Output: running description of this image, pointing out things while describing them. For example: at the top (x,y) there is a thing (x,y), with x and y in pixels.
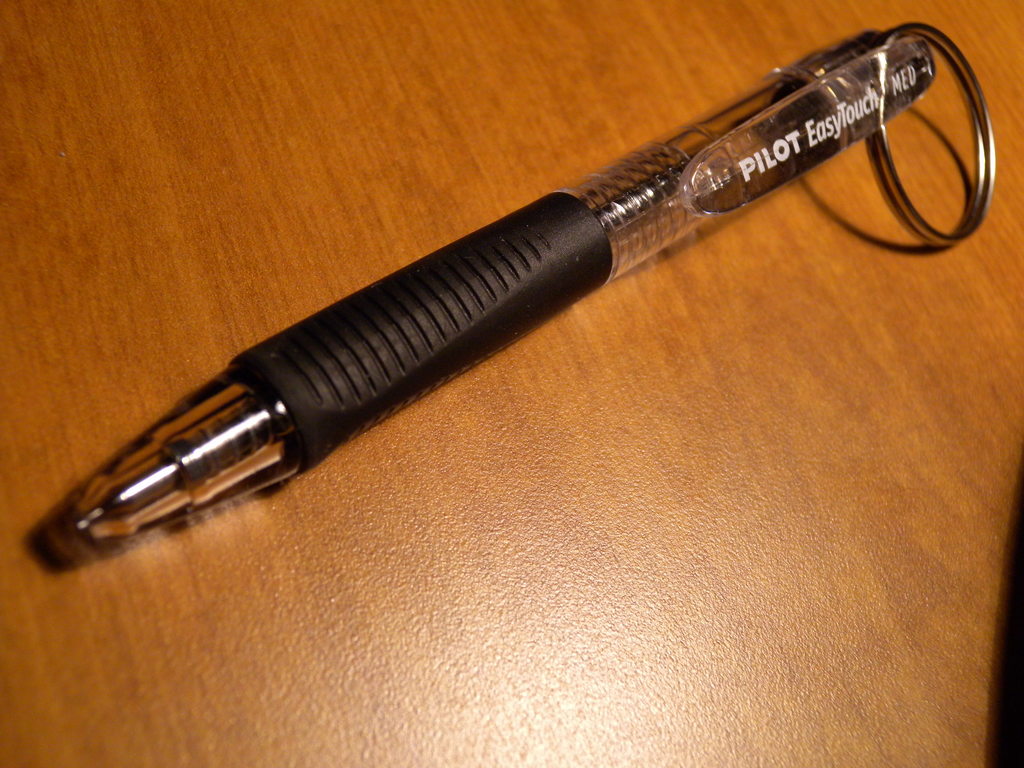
In this image there is a pen (413,336) on a wooden surface (568,310).
